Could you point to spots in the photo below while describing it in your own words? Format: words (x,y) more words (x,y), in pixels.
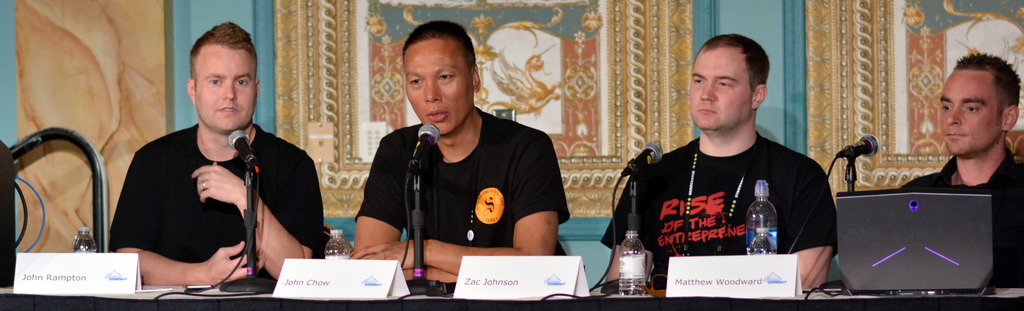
In this image I see 4 men (950,139) who are sitting and I see that all of them are wearing black color t-shirts (656,212) and I see the table (257,309) on which there are name boards (706,276) on which there is something written and I see the bottles (348,250) and I can also see the mics (235,291), wires (198,294) and a laptop (877,239) over here. In the background (106,38) I see the wall (741,23) and I see 2 frames (616,12) over here.
